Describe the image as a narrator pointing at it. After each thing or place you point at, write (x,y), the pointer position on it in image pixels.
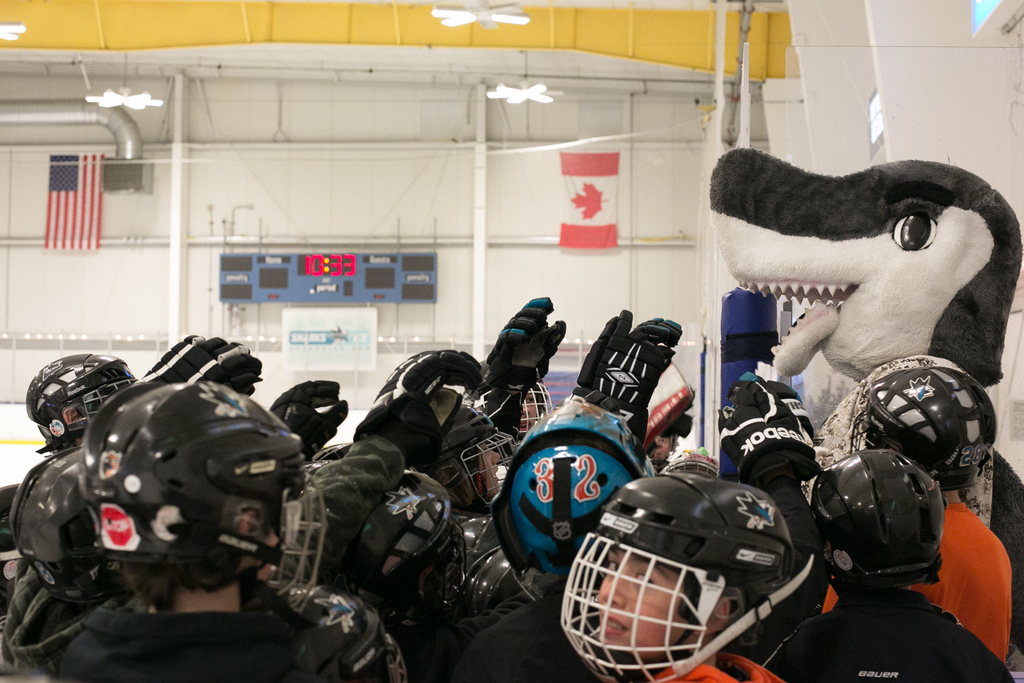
In the foreground of the picture (640,411) there are people (525,411) wearing helmets (144,448) and gloves (586,359). On the right (829,335) there is a mascot (894,320). In the background (478,299) there are iron bars (486,141), pipes (62,114), fans (113,106) and flags (77,194). In the center of the background (411,267) there is a clock (400,282).
